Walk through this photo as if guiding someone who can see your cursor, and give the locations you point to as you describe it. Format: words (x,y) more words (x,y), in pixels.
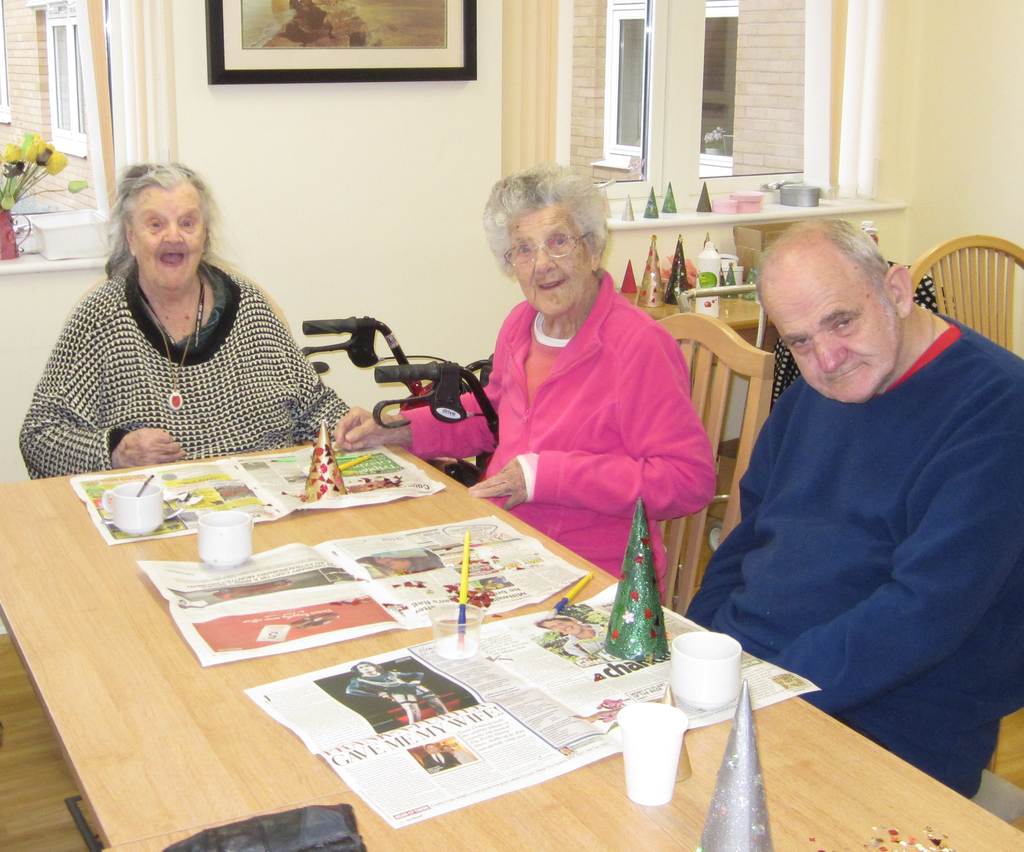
Here we can see three persons (634,465) are sitting on the chairs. This is table (237,743). On the table (218,793) there are cups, and papers (410,565). This is floor (22,792). On the background (355,191) there is a wall (399,315) and these are the windows (58,76). There is a flower vase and this is frame (380,55).
